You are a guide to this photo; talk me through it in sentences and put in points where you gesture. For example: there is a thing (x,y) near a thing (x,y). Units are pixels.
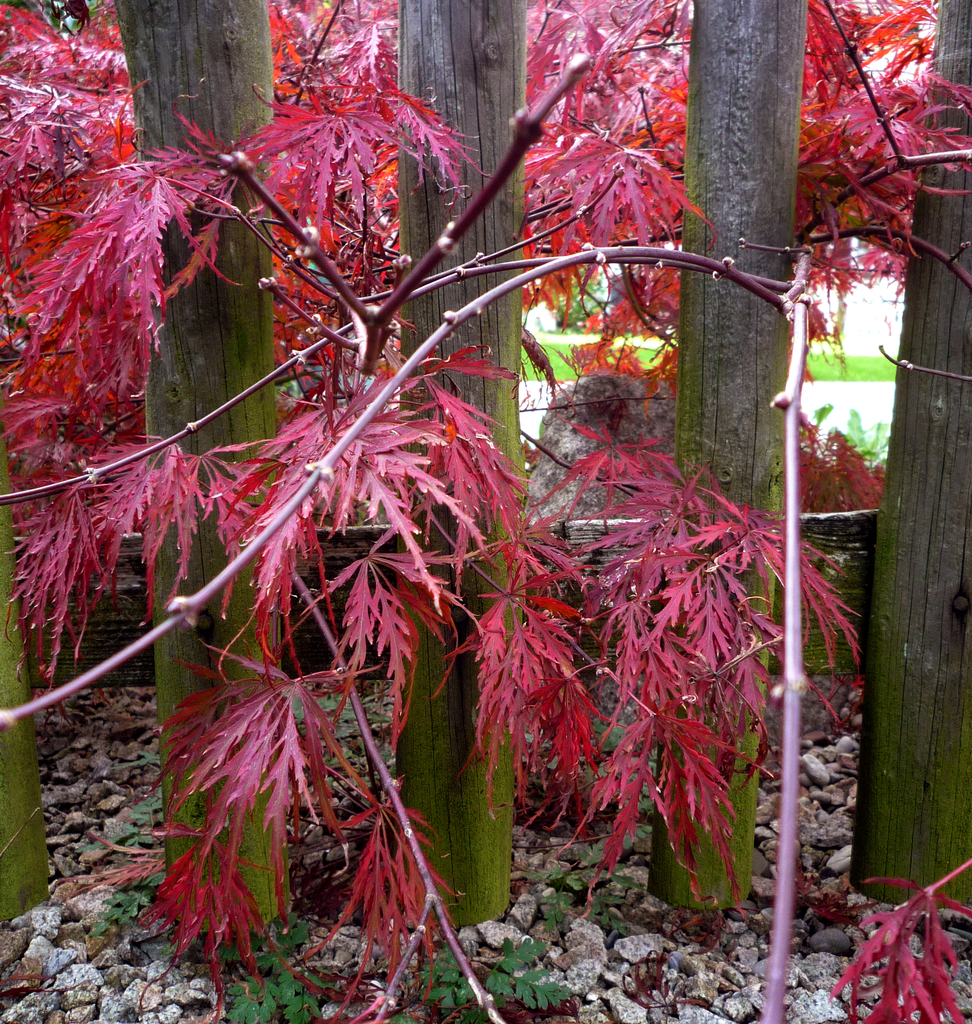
In this image there are trees (535,585), there are stones (539,936) on the ground (559,923), there is a fence (138,620) and in the background (618,337) there is grass (553,363) on the ground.
